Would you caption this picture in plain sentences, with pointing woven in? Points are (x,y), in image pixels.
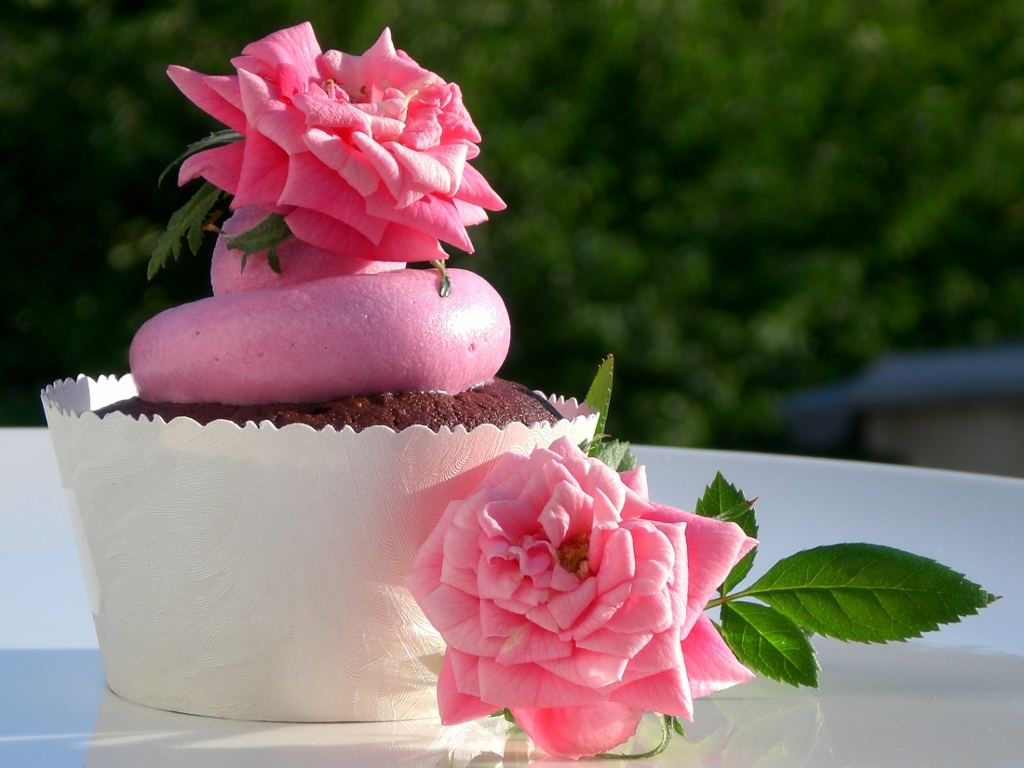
This is a table (207,745), which is white in color. I can see a cupcake (322,398) with a cream (302,305) and two pink rose flowers (536,568) with the leaves (824,597) are placed on the table (821,693). The background (821,142) looks green in color.
